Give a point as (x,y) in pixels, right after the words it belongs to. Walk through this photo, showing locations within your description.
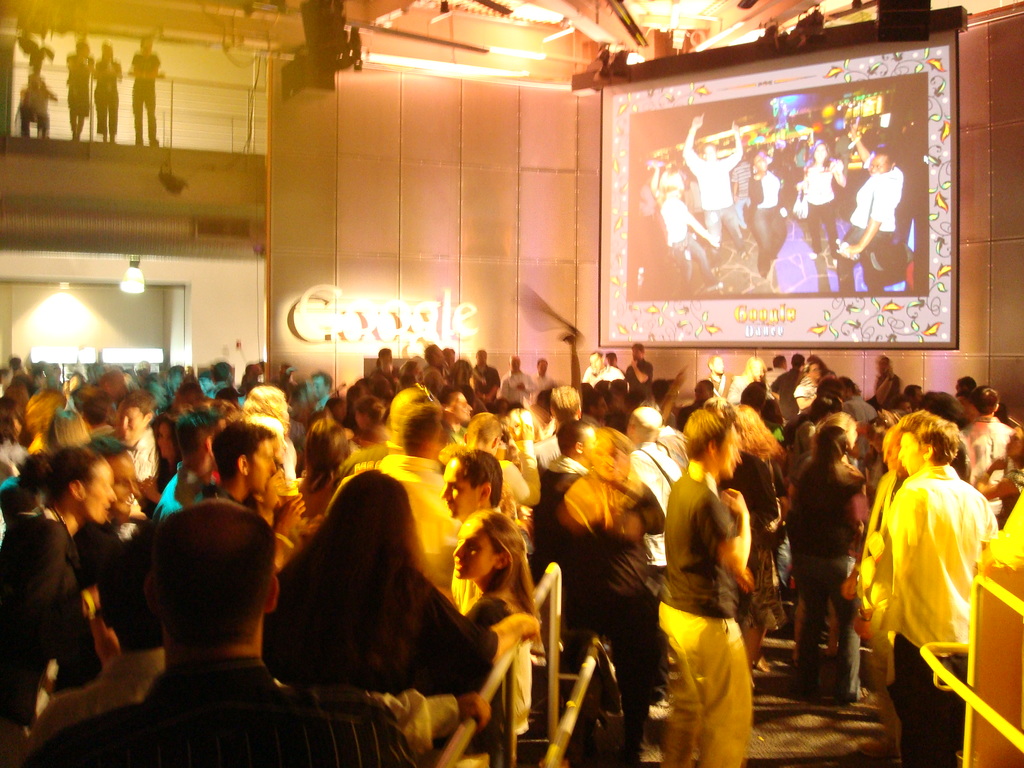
In this image I can see number of people (542,423) are standing. In the background (603,226) I can see a projector screen (668,282), few lights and I can see this image is little bit blurry.
